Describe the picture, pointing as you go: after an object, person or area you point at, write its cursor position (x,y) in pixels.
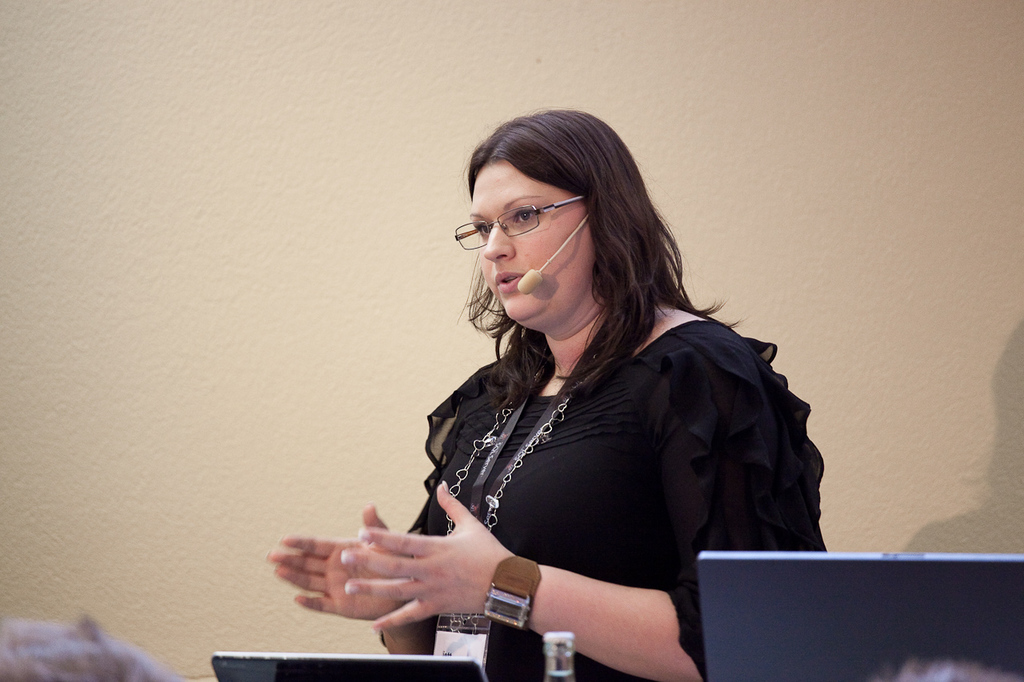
In this image, we can see a woman (662,493), she is wearing specs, we can see laptops (742,668), we can see a wall (438,77).
